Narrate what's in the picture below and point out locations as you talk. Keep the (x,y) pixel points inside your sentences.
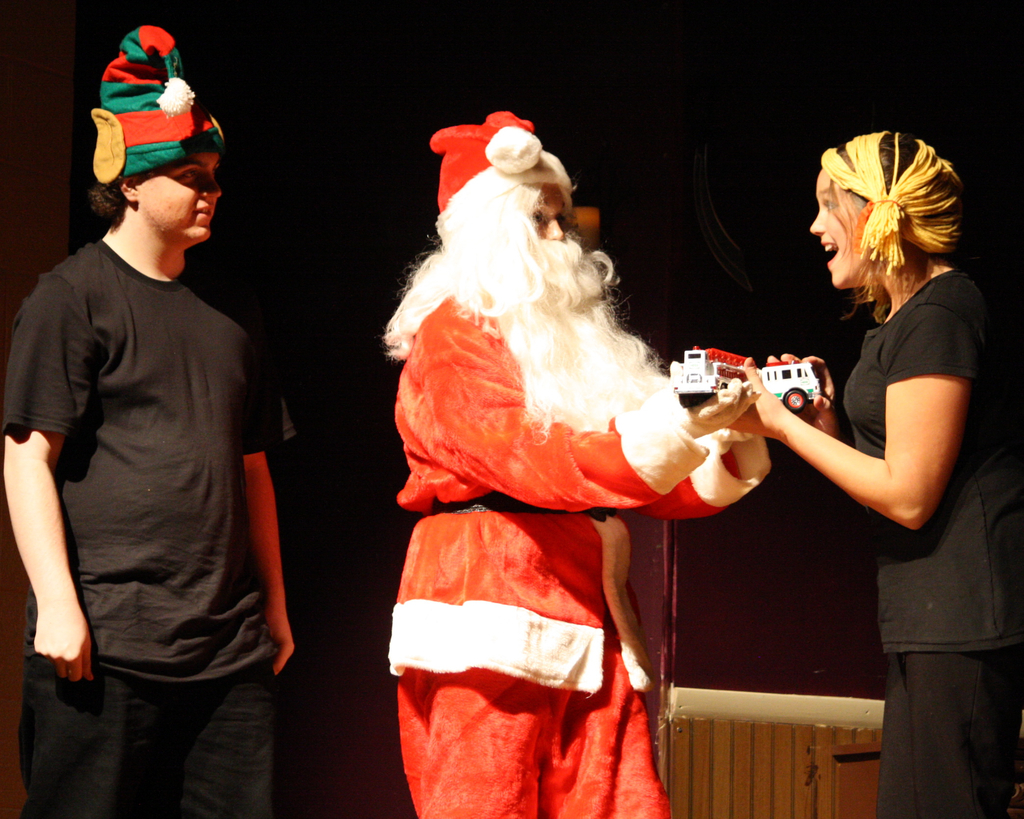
In this picture we can see a person (176,322) wearing black color t-shirt (180,409), toque (157,127) and standing. On the right (892,347) we can see a woman (870,341) wearing black color t-shirt (872,405), holding a toy (807,385) and standing. In the center (550,345) we can see a Santa Claus (530,407) holding a toy (690,374) and standing. In the background (789,727) we can see some other objects (723,712).
